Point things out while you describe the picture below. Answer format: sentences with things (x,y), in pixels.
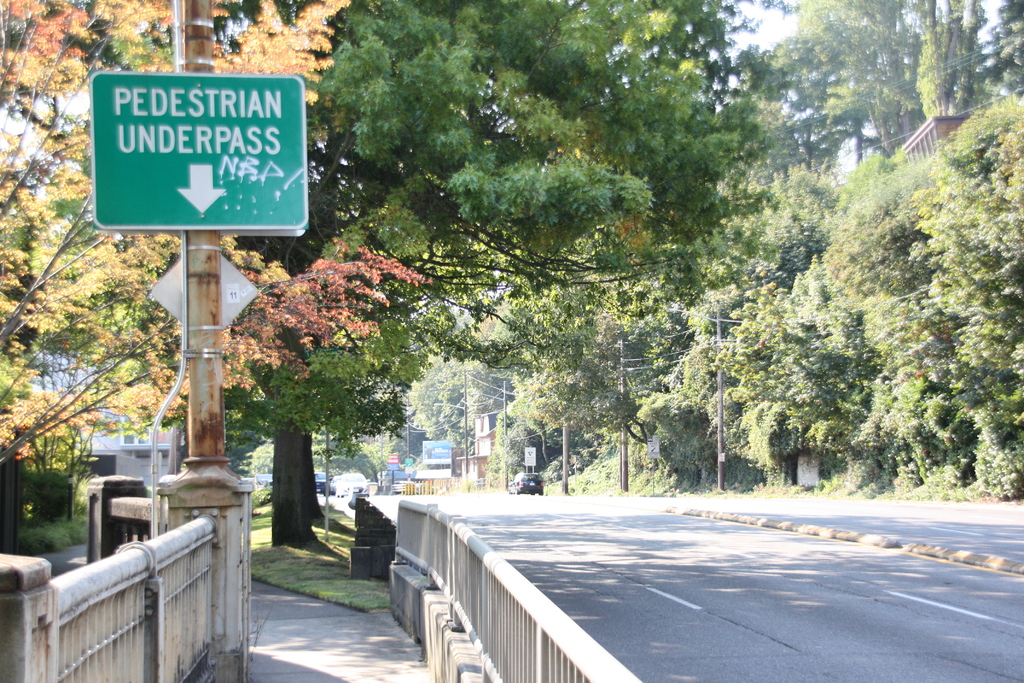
In this picture we can see the road (616,566), path (348,633), grass (279,581), fences (482,653), poles (200,398), name boards (148,178), buildings (149,439), banner (430,451), vehicles (348,488), wires (654,355) and some objects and in the background (749,336) we can see trees (537,236).
